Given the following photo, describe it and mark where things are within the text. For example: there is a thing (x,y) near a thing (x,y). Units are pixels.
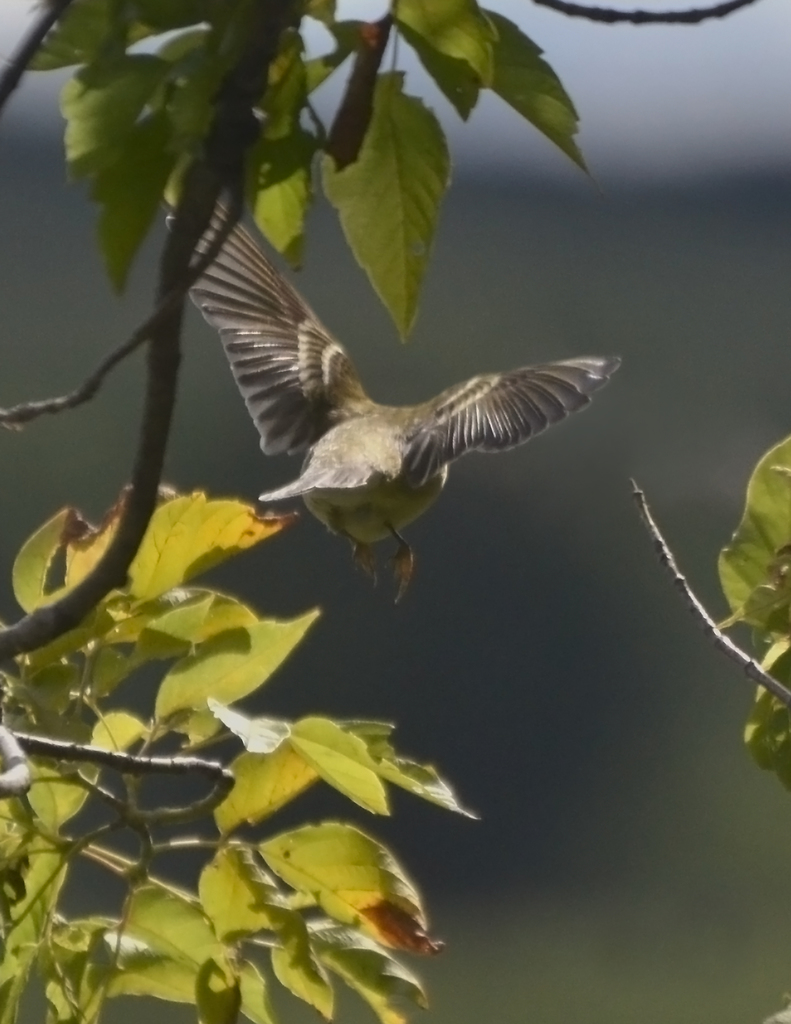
In this image, we can see a bird (490,388) and a tree (61,618). We can also see the blurred background (589,993).
